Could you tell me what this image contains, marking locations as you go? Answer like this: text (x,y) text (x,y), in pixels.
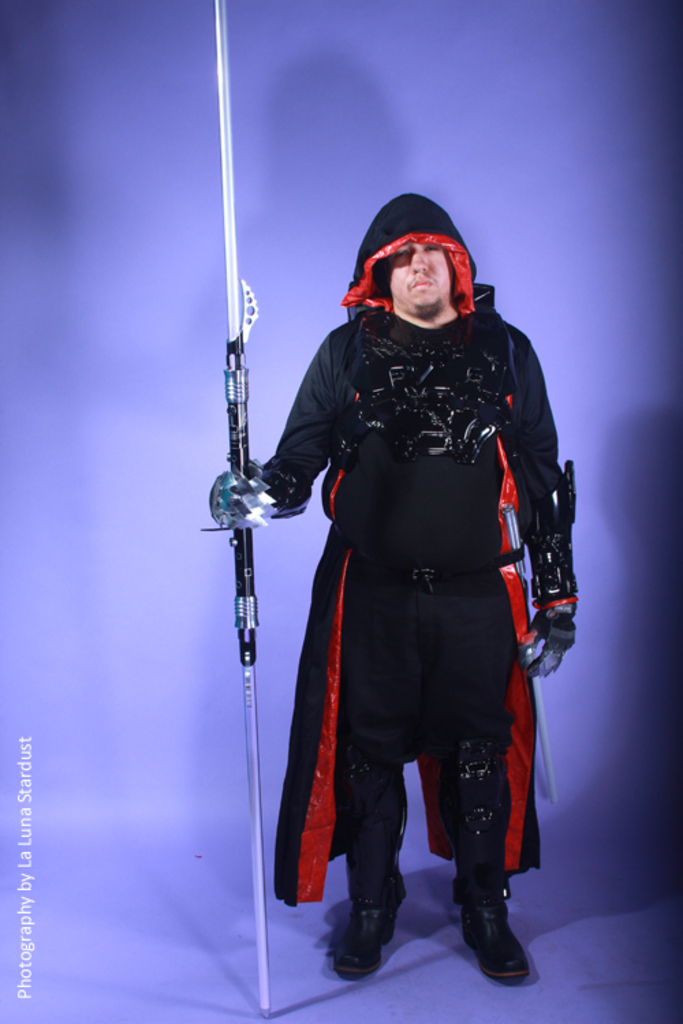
Background (648,119) portion of the picture is blue in color. In this picture we can see a man (398,450) wearing a costume (398,437) and he is holding an object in his hand (253,480). On the left side of the picture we can see watermark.
